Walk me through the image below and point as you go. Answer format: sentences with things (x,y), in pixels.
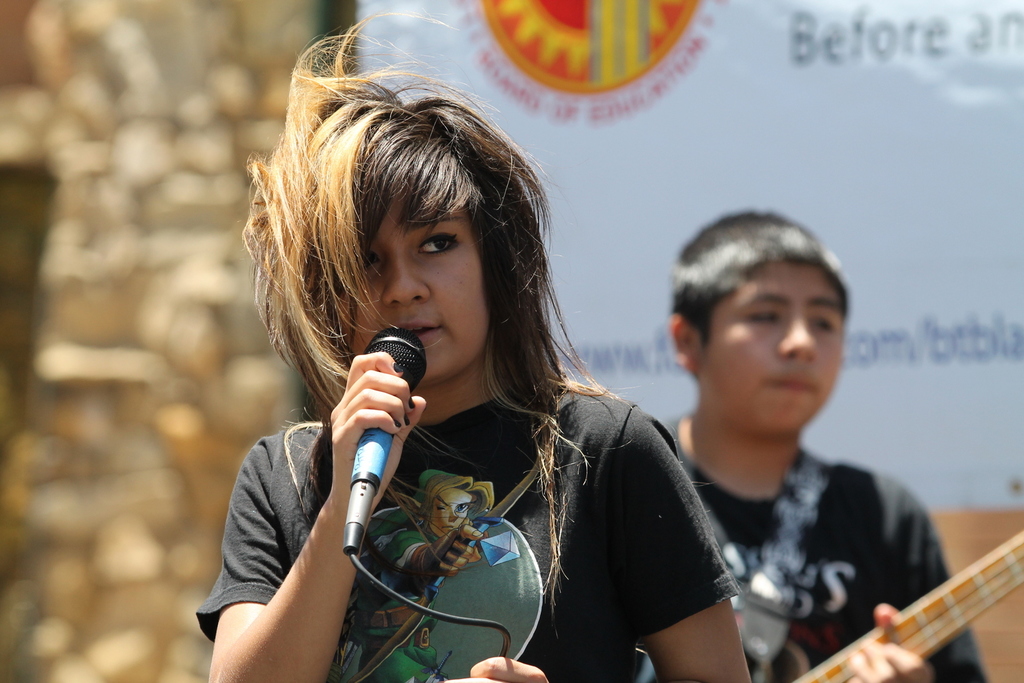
In this picture there is a girl (457,681) at the center of the image (529,279), by holding a mic (370,450) in her hand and there is a boy (947,674) at the right side of the image (834,270) behind the girl (331,192), he is playing the guitar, there is a flex (842,62) behind them, it seems to be they are performing the music.
